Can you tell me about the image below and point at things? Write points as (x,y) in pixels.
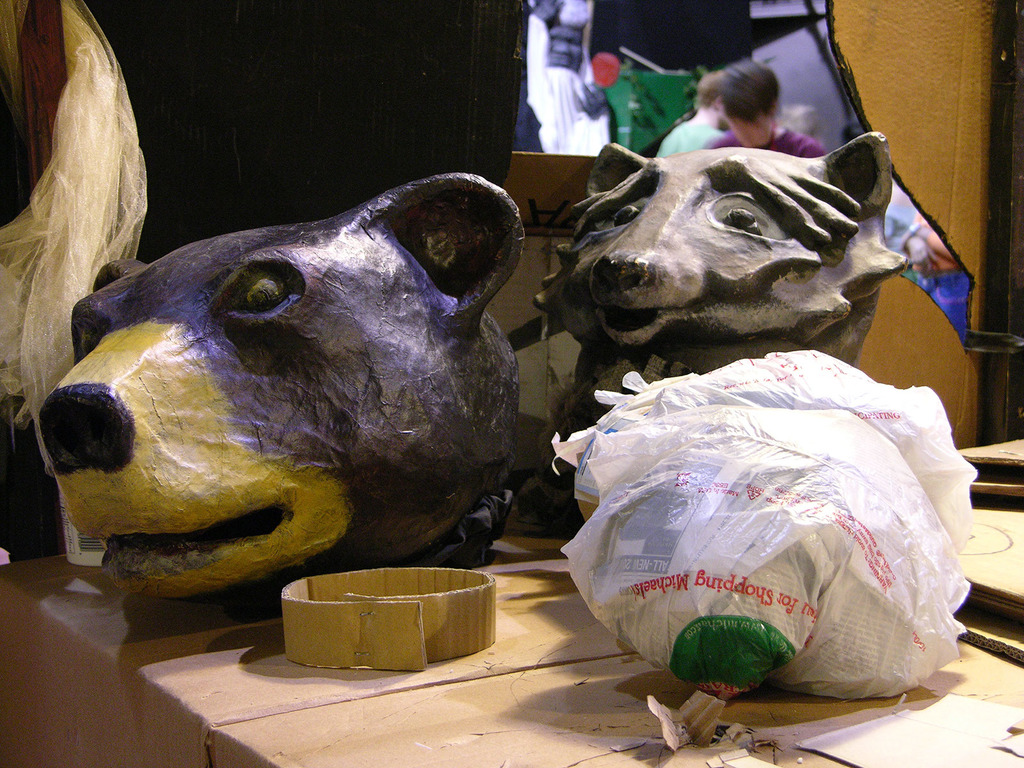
In the center of the image (633,265) we can see a depictions of animals (445,532) on the table (322,764). In the background of the image (712,144) there are persons (709,98).
